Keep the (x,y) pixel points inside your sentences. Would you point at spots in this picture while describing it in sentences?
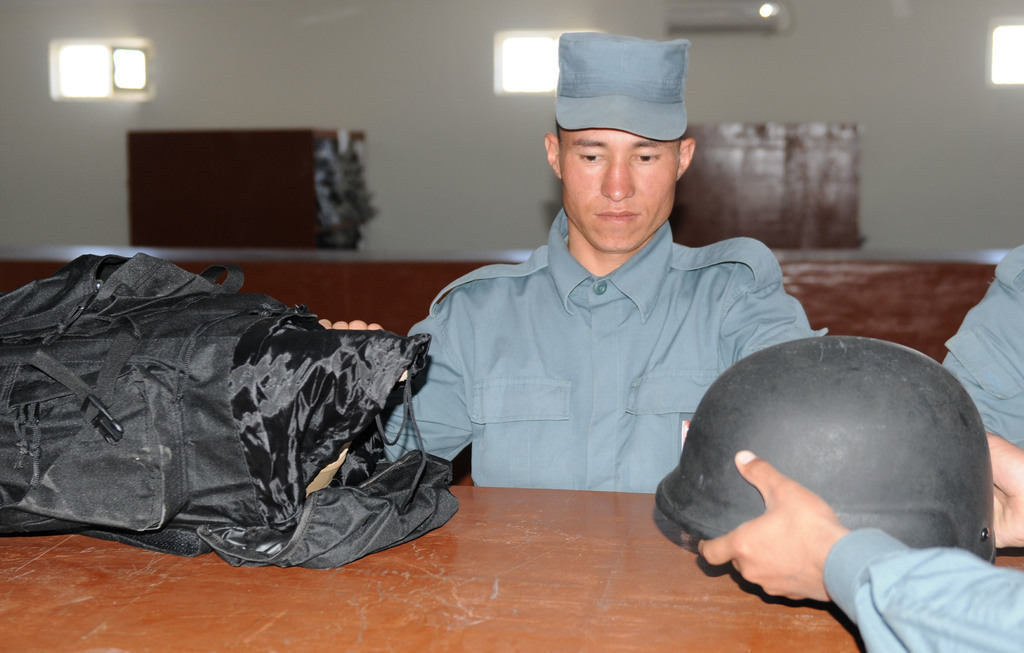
As we can see in the image there is a white color wall (436,102), few people (947,618) over here and tables (348,282). On table (202,587) there is a black color bag (166,340). The person (1006,619) on the right side (961,618) is holding a black color helmet (790,450).
